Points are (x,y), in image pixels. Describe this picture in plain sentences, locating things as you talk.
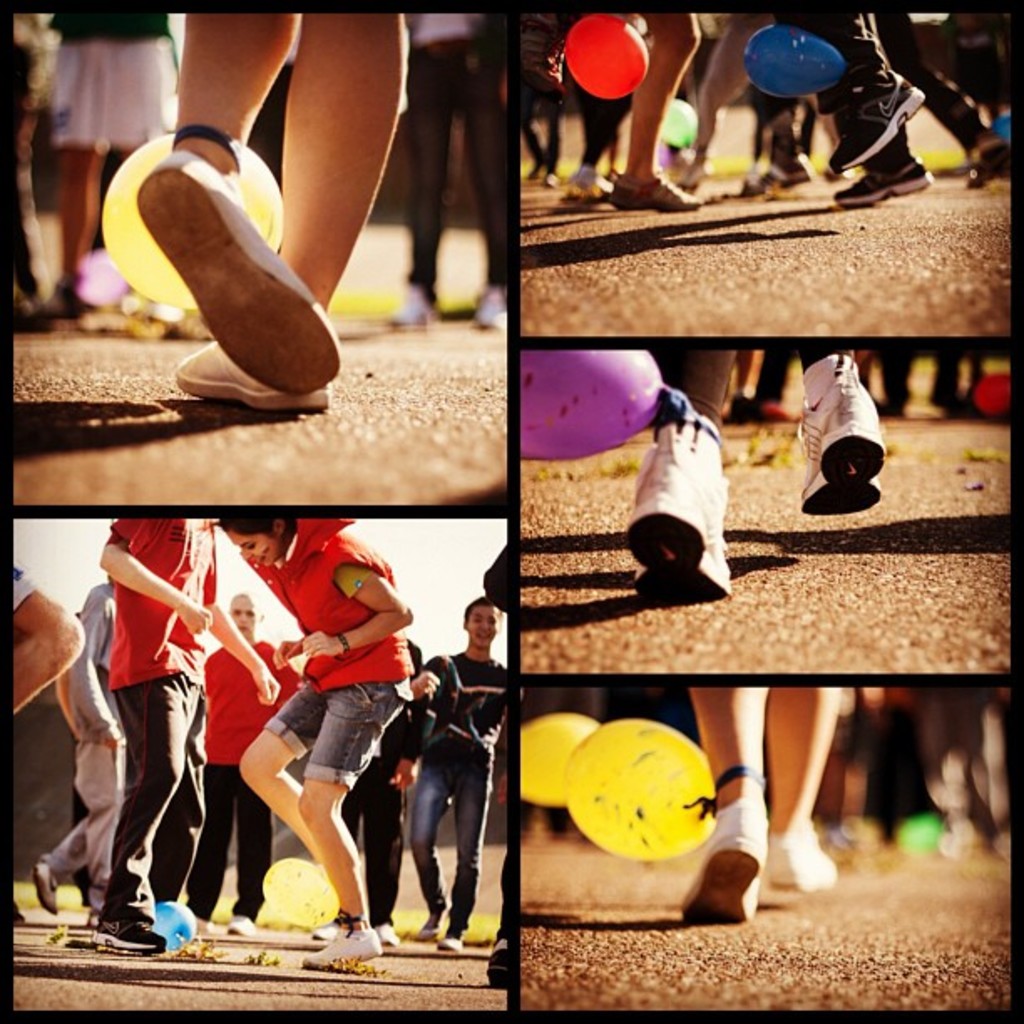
This is a collage image in this there are person (93,618) playing and there are legs (102,155) of people (103,138) in these images.
